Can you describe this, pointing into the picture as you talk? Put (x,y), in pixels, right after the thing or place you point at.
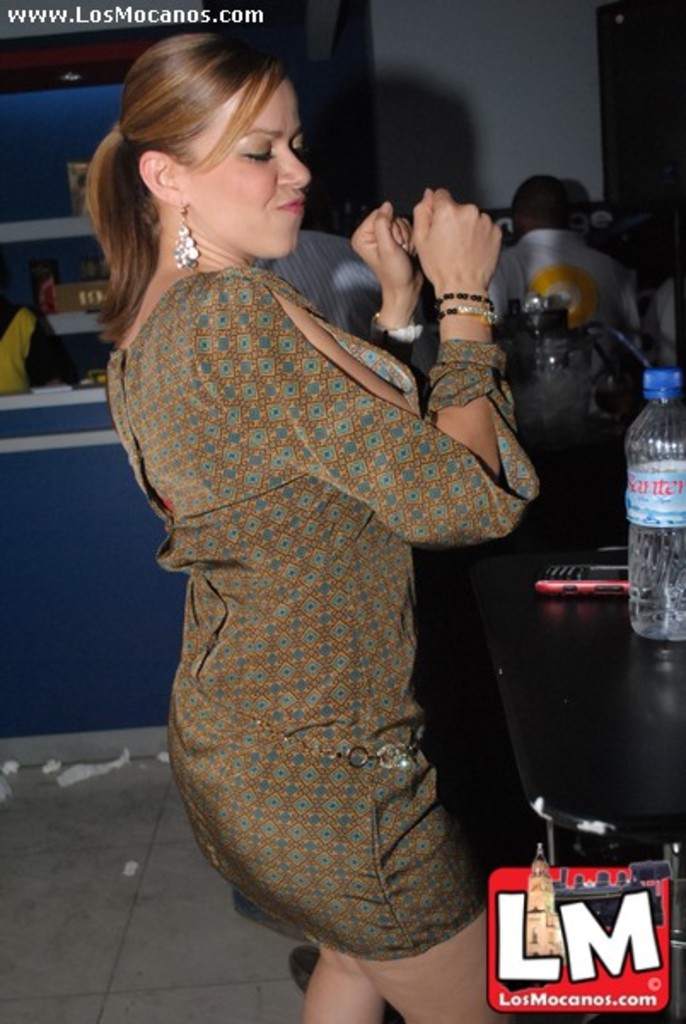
In this image there is a person (249,596) wearing brown color dress (344,673) dancing and at the right side of the image (680,604) there is a water bottle (662,573) and phone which is placed on the table (569,757).
